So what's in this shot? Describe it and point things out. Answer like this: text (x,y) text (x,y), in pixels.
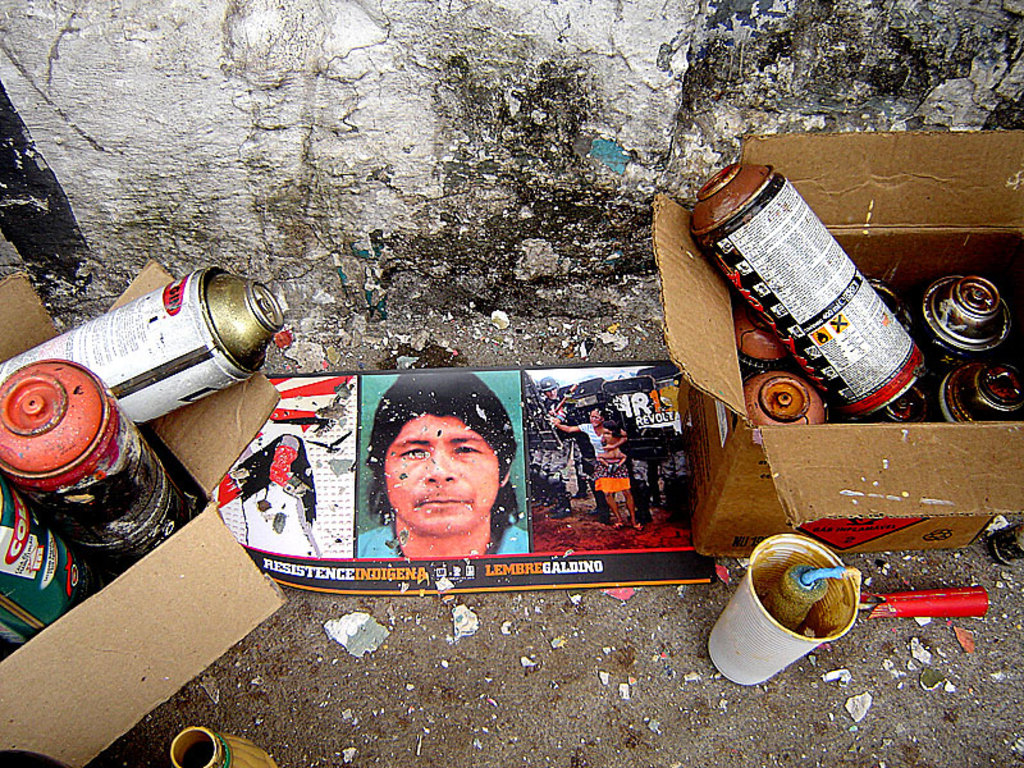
In this image we can see the poster (453,489) with the human images (442,502) and also the text (329,575). We can also see two cardboard boxes (717,495) with the bottles (807,388). Image also consists of a glass (773,641), red color object (910,603) and also a bottle (197,729) on the land (582,610). We can also see the wall (207,12).
